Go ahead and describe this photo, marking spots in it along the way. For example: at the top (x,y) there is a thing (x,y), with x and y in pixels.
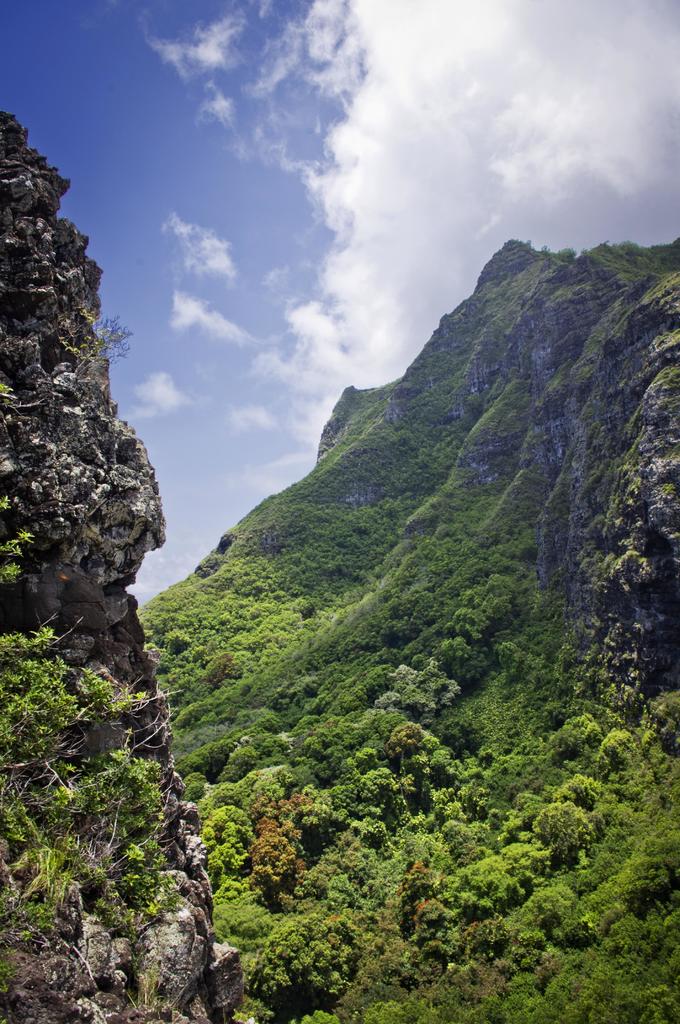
In this image we can see there are mountains (33,332). On the mountains (662,466) there are trees (280,633) and some plants (334,839). At the top of the image (272,147) there is a sky (250,291).
